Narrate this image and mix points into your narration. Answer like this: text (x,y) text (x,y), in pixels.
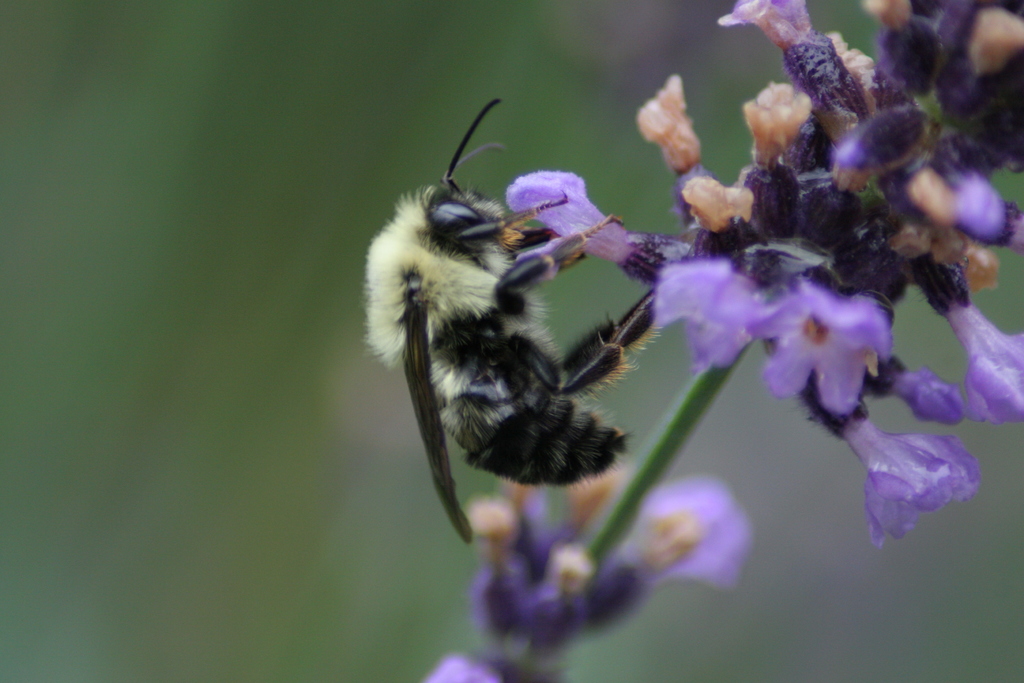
In this image there is a bee (493,346) which is eating the flower (595,223). In the background (175,307) there is blur.
